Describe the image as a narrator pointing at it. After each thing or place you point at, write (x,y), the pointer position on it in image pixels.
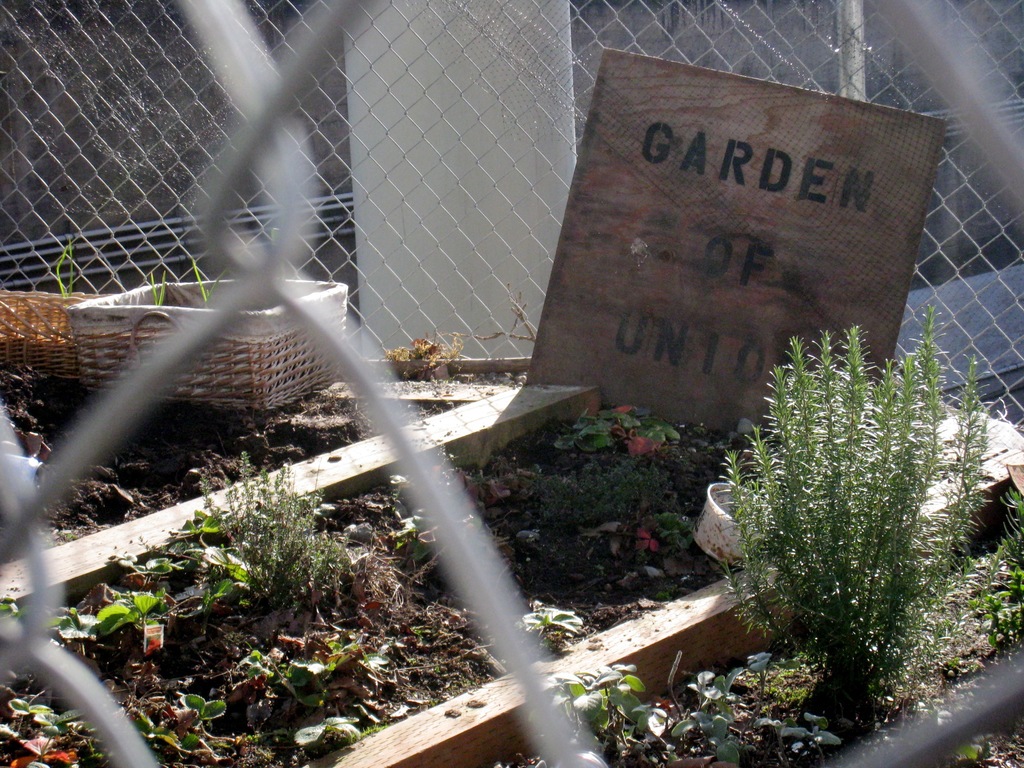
In this image I can see a board (701,143) and something is written on it. We can see a basket (199,363) and small plants (879,545). Back I can see iron net (244,86).
